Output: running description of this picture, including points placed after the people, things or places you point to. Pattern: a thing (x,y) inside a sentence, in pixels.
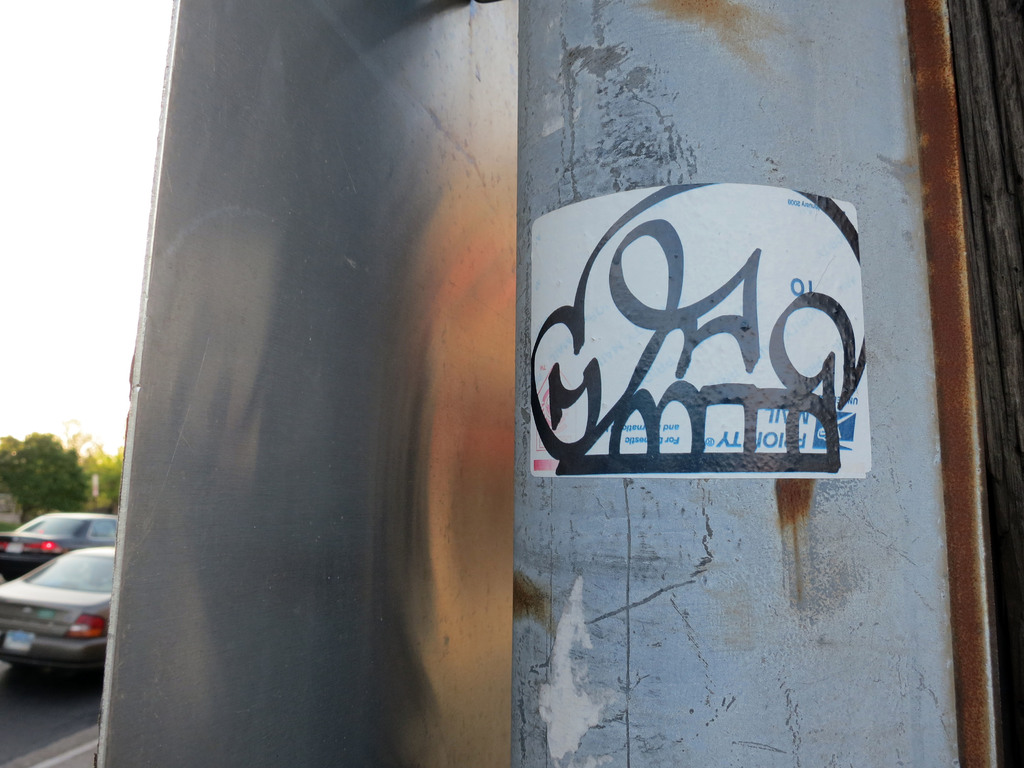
In this image we can see metal object (504,326). There is a road (13,757) on the left side (7,739). There are cars (88,619). There are trees (67,494). There is a sky (46,359).
